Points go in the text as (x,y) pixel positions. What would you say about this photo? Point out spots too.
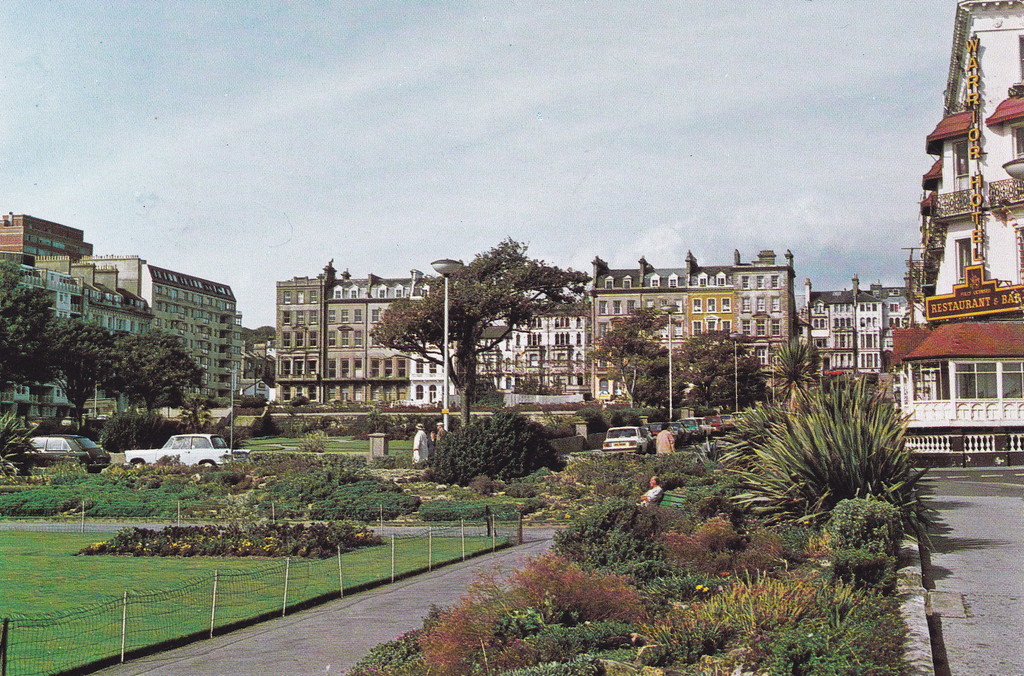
In this image we can see the garden area (669,576) with some plants (716,576) and trees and there are some people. We can see some vehicles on the road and there are few street lights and in the background (884,370), we can see some buildings (897,378), at the top (463,170) there is a sky (564,98).
